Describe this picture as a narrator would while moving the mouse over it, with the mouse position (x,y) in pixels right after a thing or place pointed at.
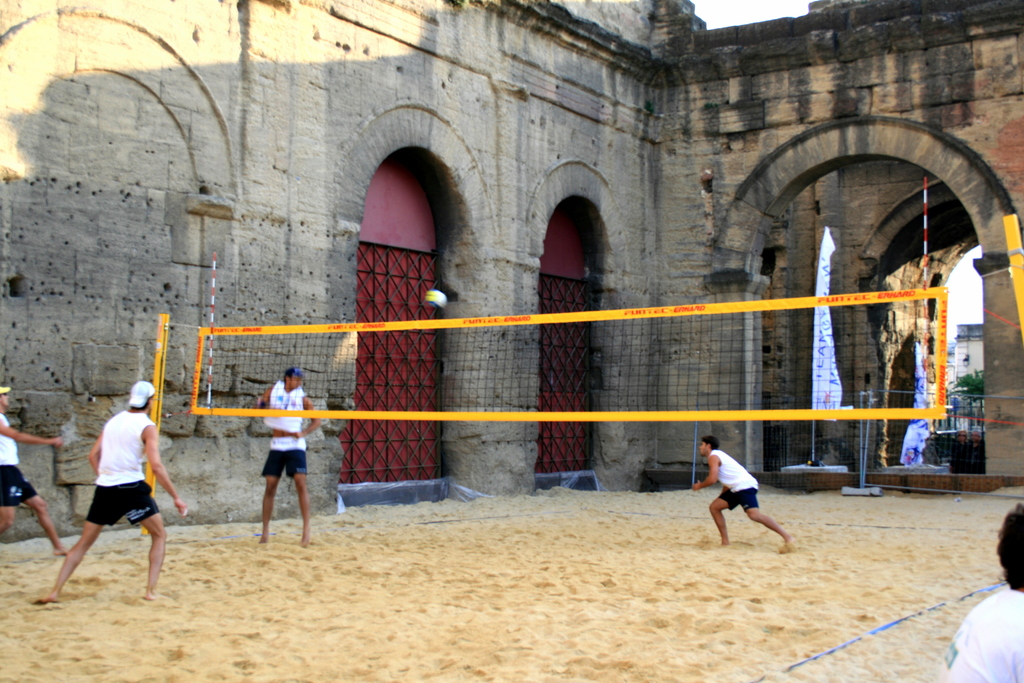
This image consists of building (672,288) in the middle (495,316). There is net (549,379) in the middle (343,395). There are some persons (118,476) playing in the middle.
